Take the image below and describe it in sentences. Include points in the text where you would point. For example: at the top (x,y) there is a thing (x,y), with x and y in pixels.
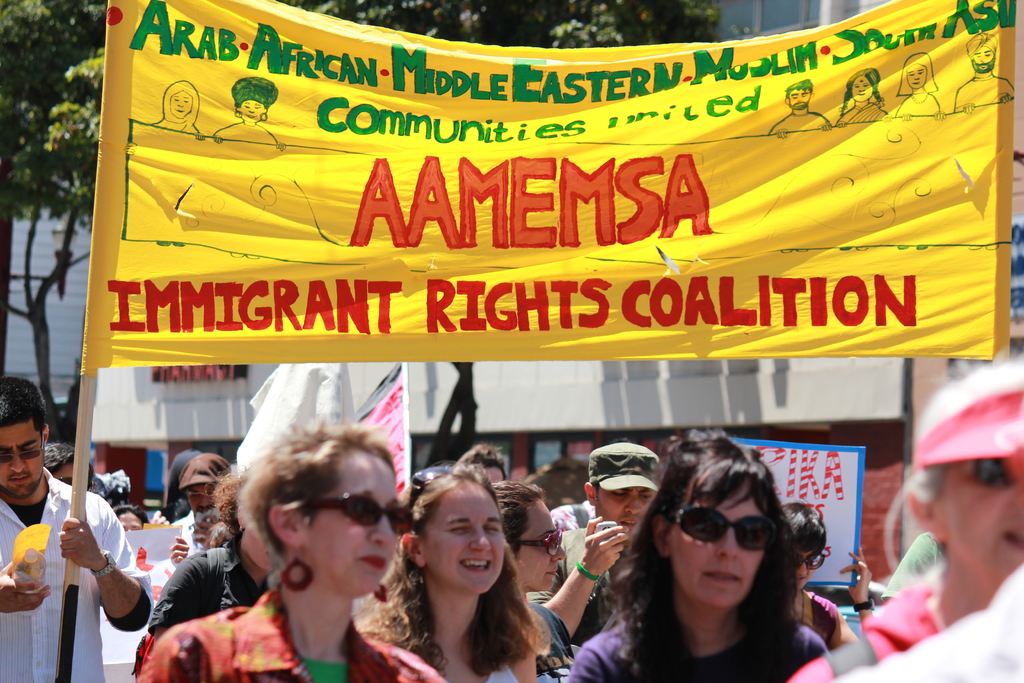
In this image I can see group of people (697,661) walking. I can also see few persons (809,520) holding banners (873,350), in front (227,231) the banner (225,216) is in yellow color and something written on it. Background (535,29) I can see trees (518,26) in green color.
